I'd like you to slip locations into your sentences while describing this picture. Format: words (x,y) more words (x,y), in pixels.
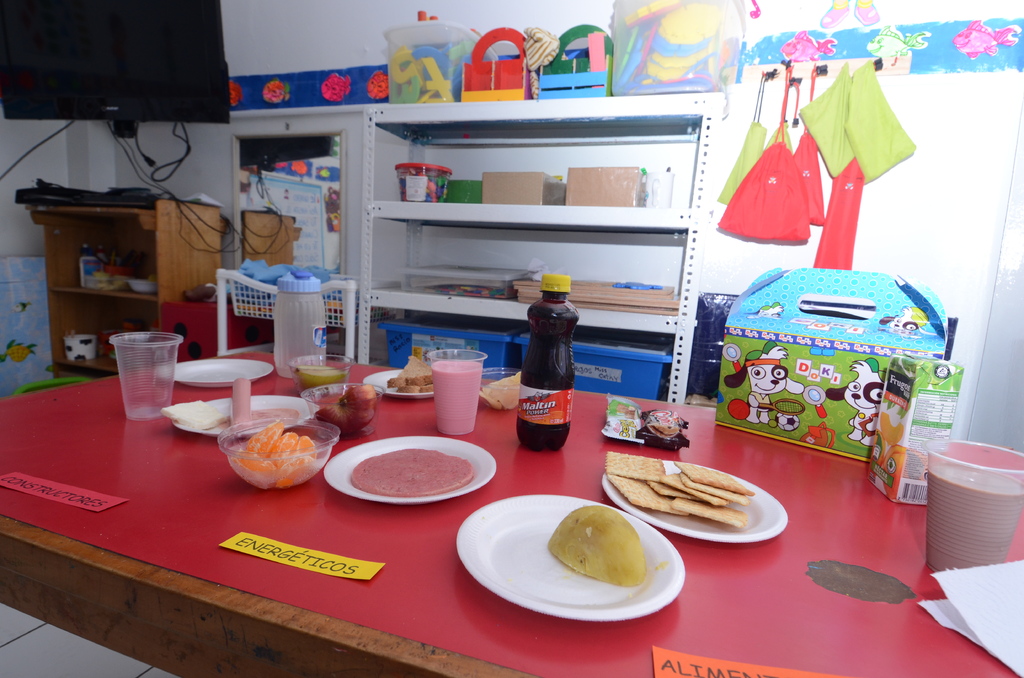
In this image, we can see wooden table (425,650), few items (886,453) are placed on it. And back side, we can see bags (775,153) are hanging, shelf (514,214) few items (506,294) are in it, basket (342,302), cupboard (175,272), t. v (200,122). on left side (154,71), some wall stickers (1006,39), boards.
